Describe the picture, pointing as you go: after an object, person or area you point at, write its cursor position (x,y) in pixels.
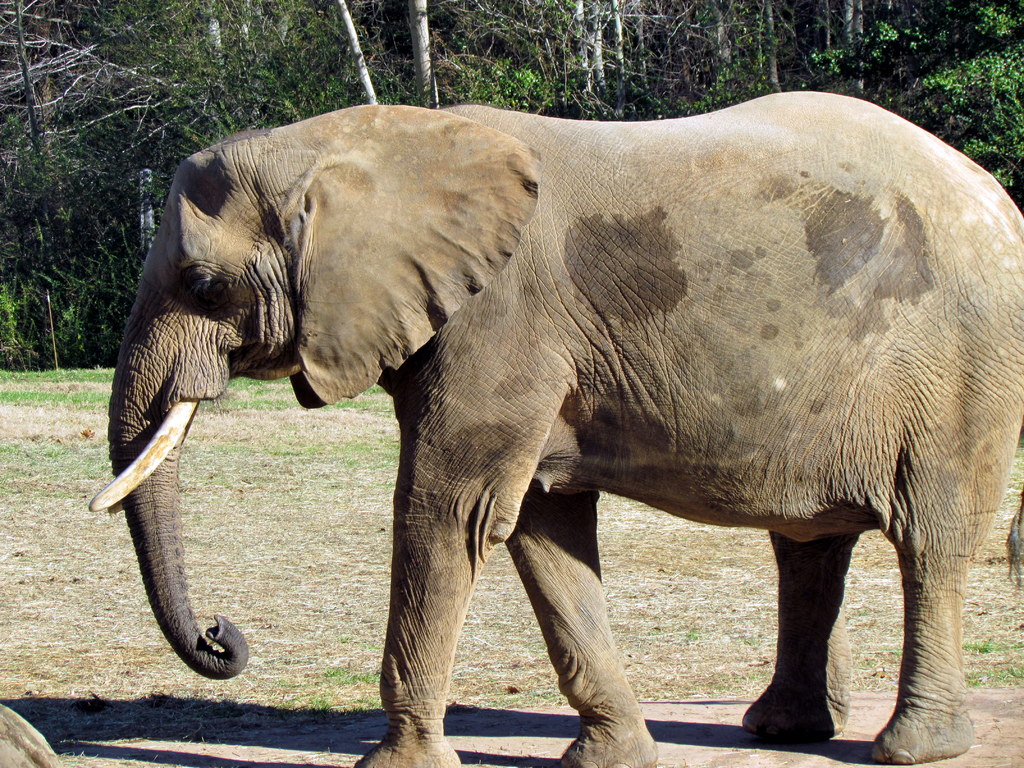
In this picture we can see an elephant (300,381) on the ground (988,580) and in the background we can see trees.
